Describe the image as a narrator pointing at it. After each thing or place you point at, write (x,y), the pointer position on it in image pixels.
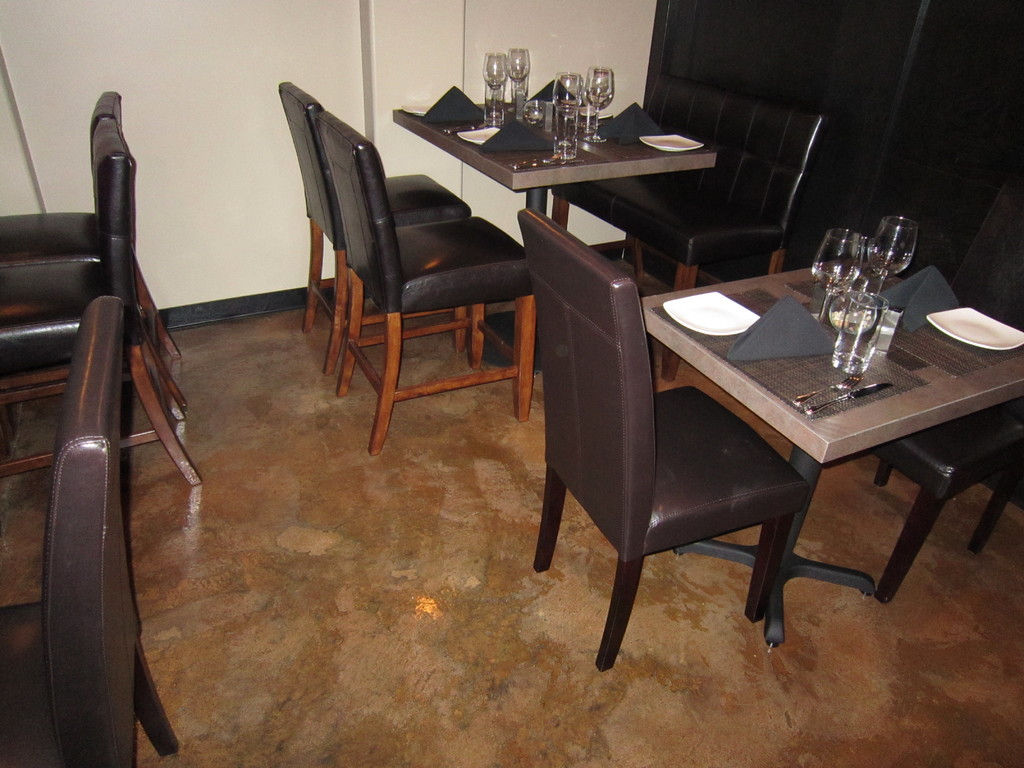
In this picture we can see few glasses (571,116), plates (489,133), knives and other things (764,377) on the tables (571,171), also we can see few chairs (560,338).
